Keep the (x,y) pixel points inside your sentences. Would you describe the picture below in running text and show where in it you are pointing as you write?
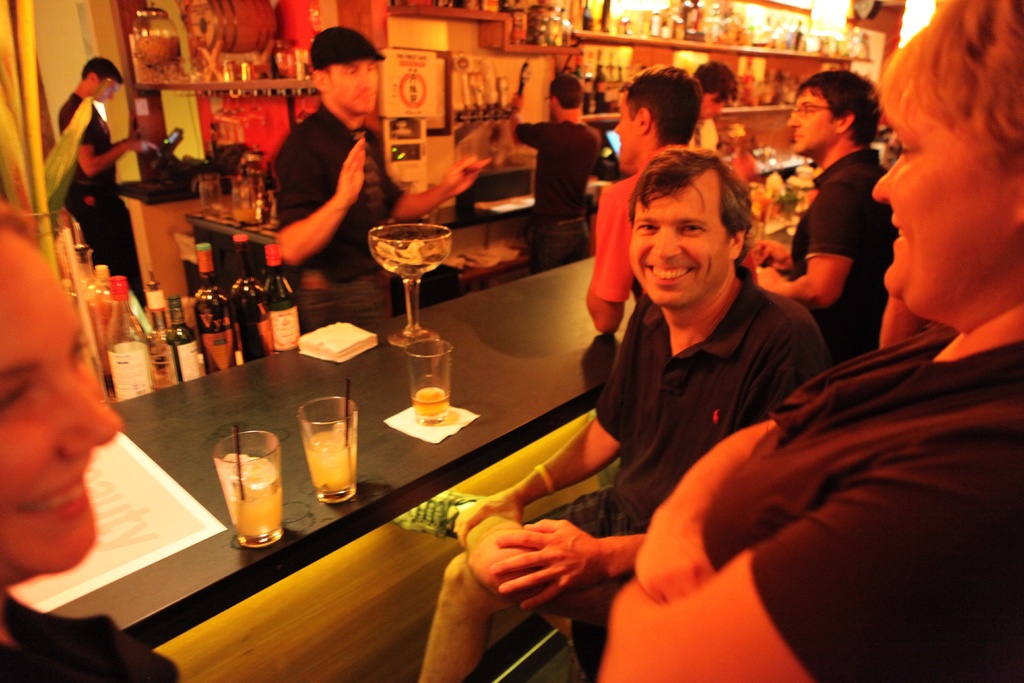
In this image I can see a person (667,474) wearing black color dress (668,420) is sitting and few other persons (785,409) standing. I can see a desk (519,343) on which I can see few glasses (352,454) with liquid (337,442) in them and few papers (347,334). In the background (263,303) I can see few wine bottles (220,330), few persons (96,126) standing, few lights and few other objects (248,167).
